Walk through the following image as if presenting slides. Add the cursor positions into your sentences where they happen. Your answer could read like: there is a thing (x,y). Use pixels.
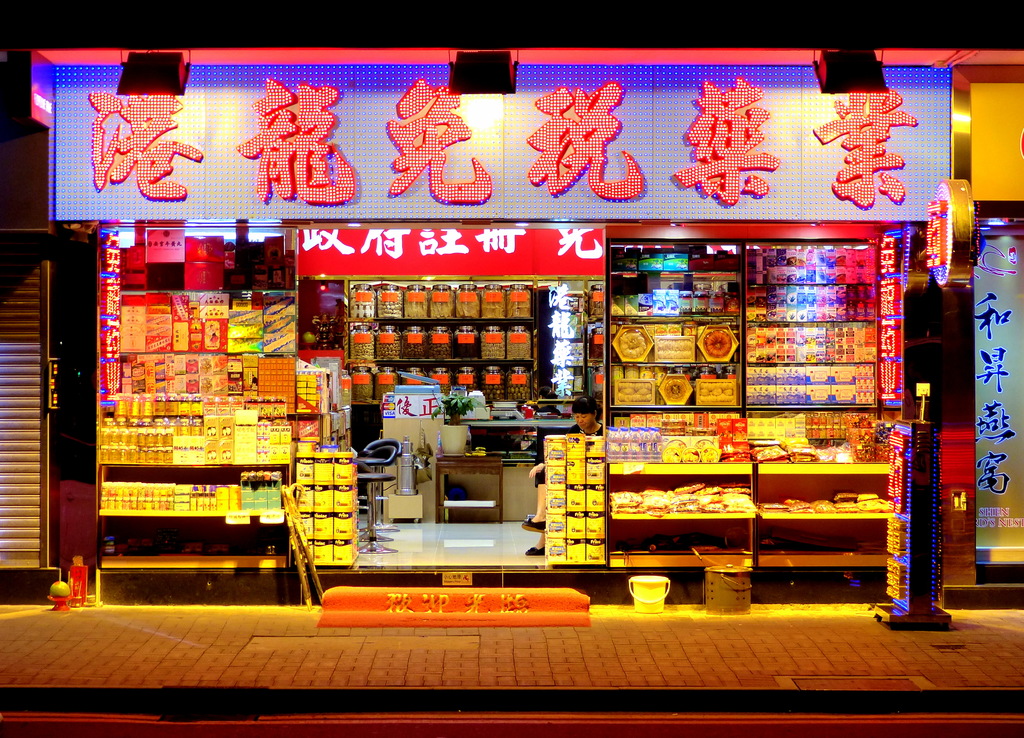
In this image, we can see a shop (892,362), there are some products (630,391) in the shop (532,264), there is a person (587,429) sitting in the shop (625,516), we can see a path (474,674).
